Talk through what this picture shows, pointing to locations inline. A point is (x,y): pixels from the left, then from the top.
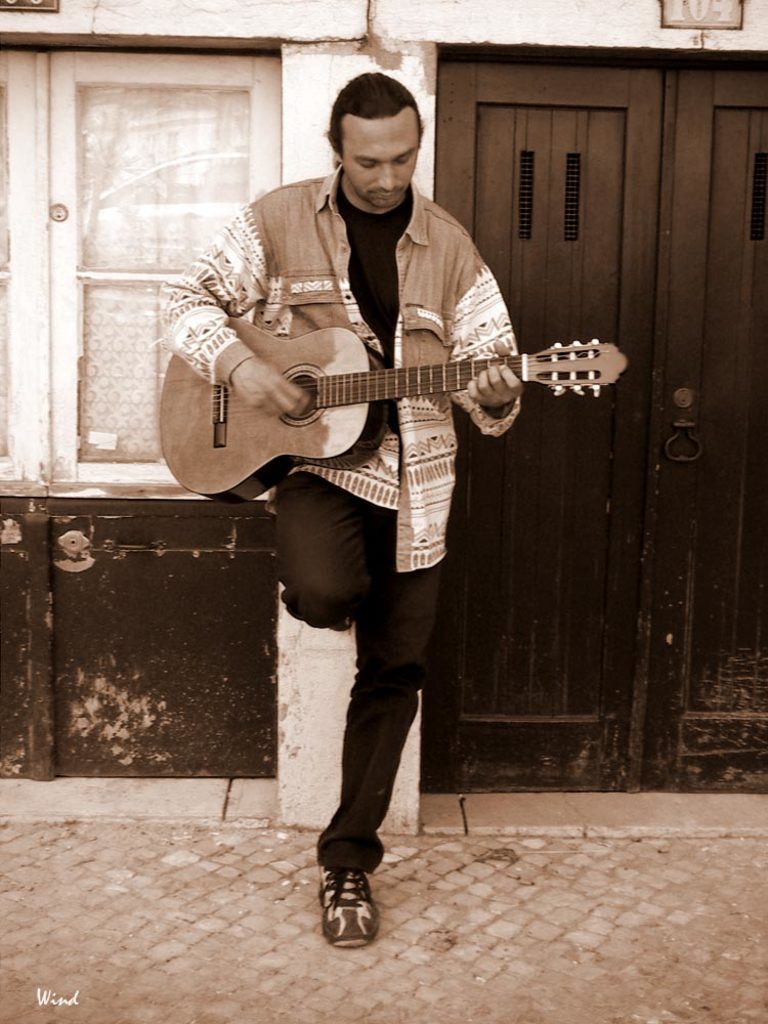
This person (398,285) wore shirt (449,305) and playing guitar (234,410). Backside of this person (324,576) there is a building (433,29) with window (187,200) and door (684,337).
